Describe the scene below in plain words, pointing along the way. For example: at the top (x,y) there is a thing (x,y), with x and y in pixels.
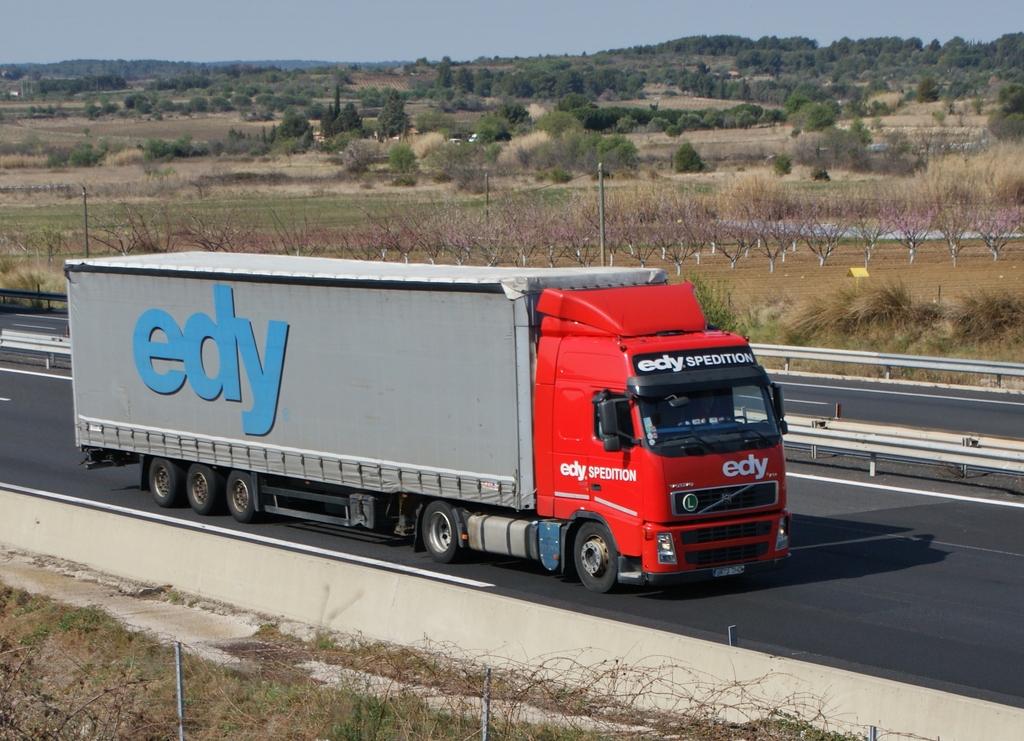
In this image there is a big truck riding on the road (837,577), beside that there is a fence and waste land (747,296) which has so many trees (481,142) and grass (941,325).
